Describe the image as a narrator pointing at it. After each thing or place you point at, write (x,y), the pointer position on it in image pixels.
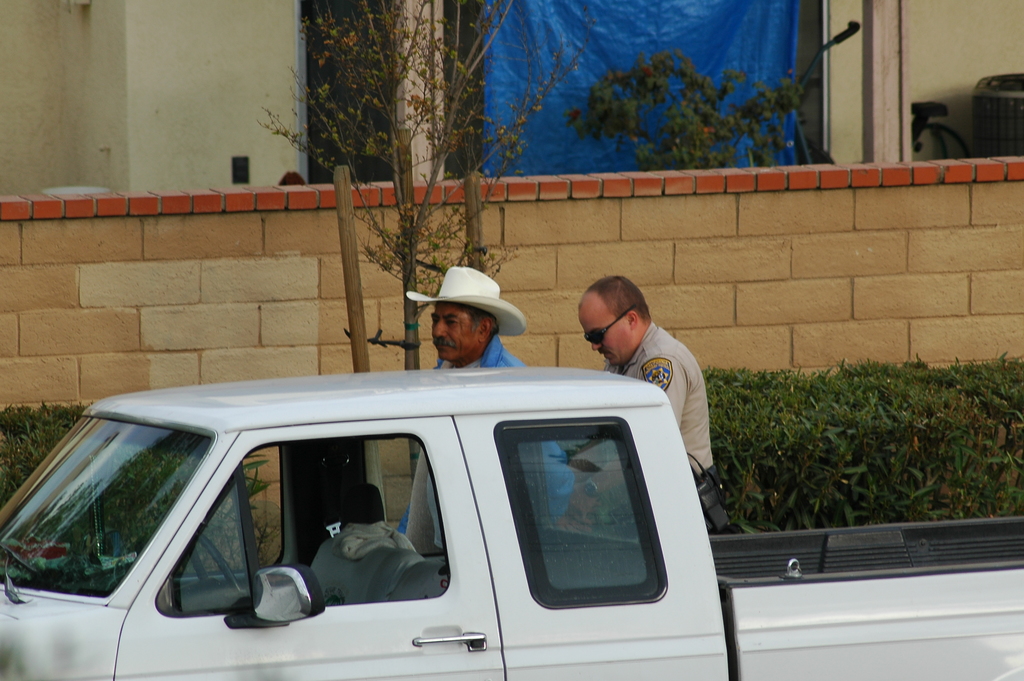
In this image, we can see a white truck (242,672). Behind the truck (629,445) we can see two people (702,451), plants (930,449), and wall (914,257). Here we can see trees (409,251), cover (551,123), pole (887,143), some objects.
